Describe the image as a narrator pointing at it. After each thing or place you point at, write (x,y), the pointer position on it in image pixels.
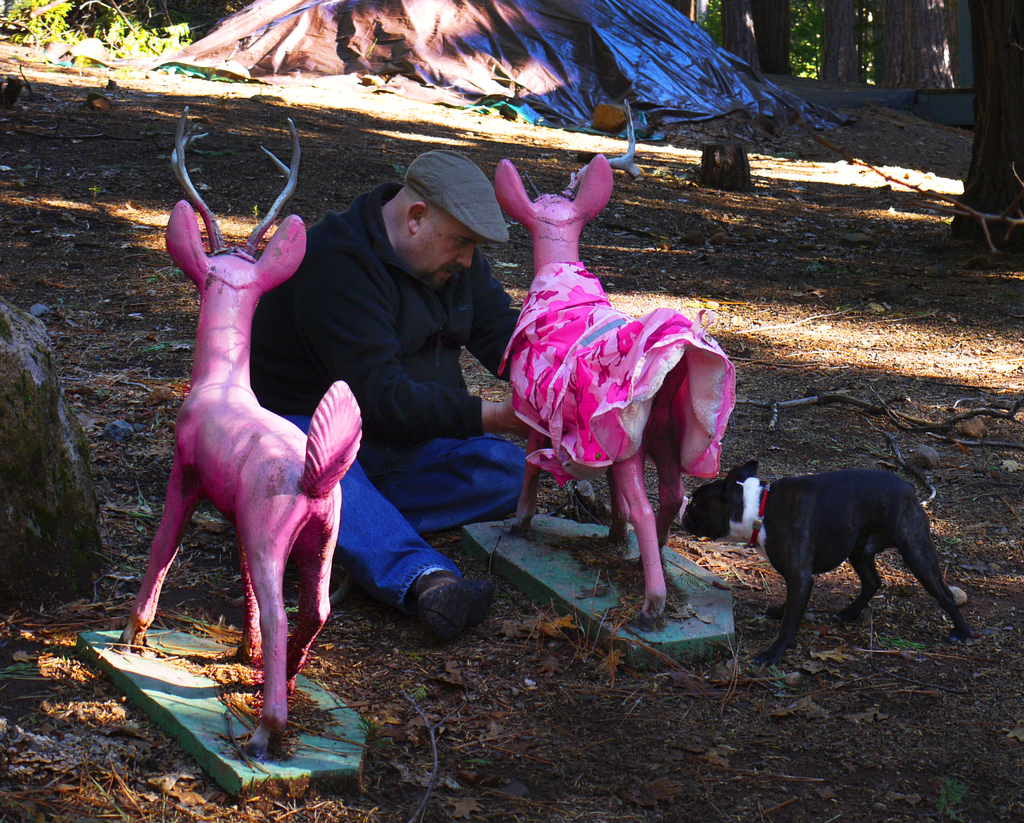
In this image, in the middle (445,335), we can see a man (471,471) sitting on the land (502,609) and holding a toy animal (566,439) in his hand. On the right side (868,592), we can see an animal (858,487) which is in black color. On the left side (230,315), we can also see a toy animal (277,534). In the background (267,56), we can see some trees (1004,71), tent (315,24). At the bottom (92,712), we can see a land (44,158) with some stones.
